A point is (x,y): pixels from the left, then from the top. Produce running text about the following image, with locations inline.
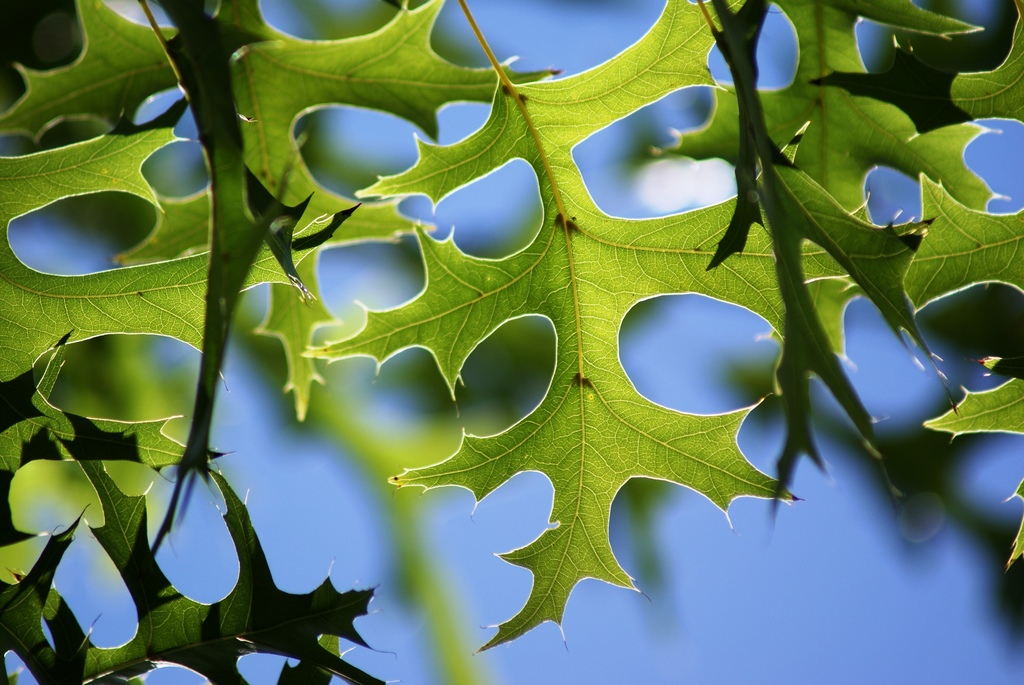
In this picture I can see leaves (537,153) of a tree (727,429).
